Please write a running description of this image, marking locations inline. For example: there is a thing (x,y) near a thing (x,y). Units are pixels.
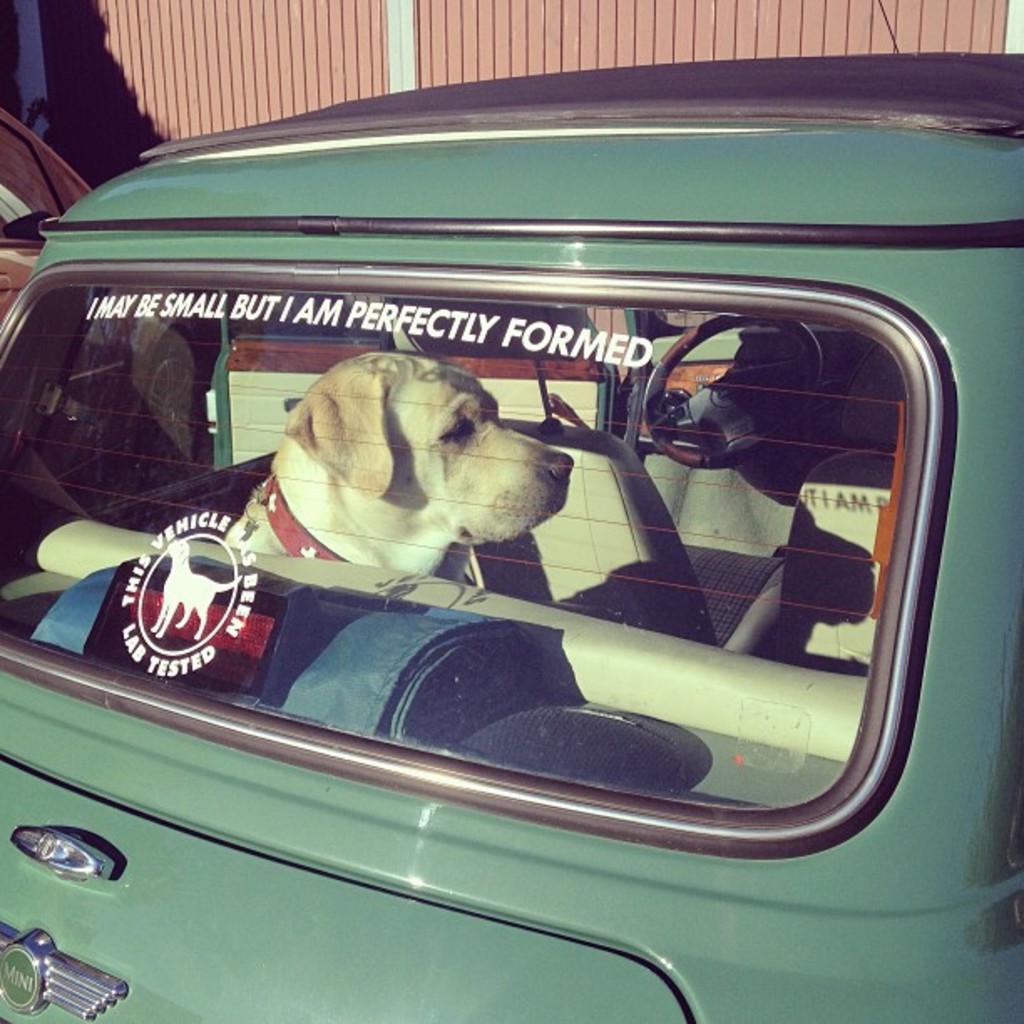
There is a green color car (537,217). Inside the car (1011,761) there is a dog (305,422), seat (724,569) and a steering (722,420). In the background (415,63) there is a fencing wall (622,37).
